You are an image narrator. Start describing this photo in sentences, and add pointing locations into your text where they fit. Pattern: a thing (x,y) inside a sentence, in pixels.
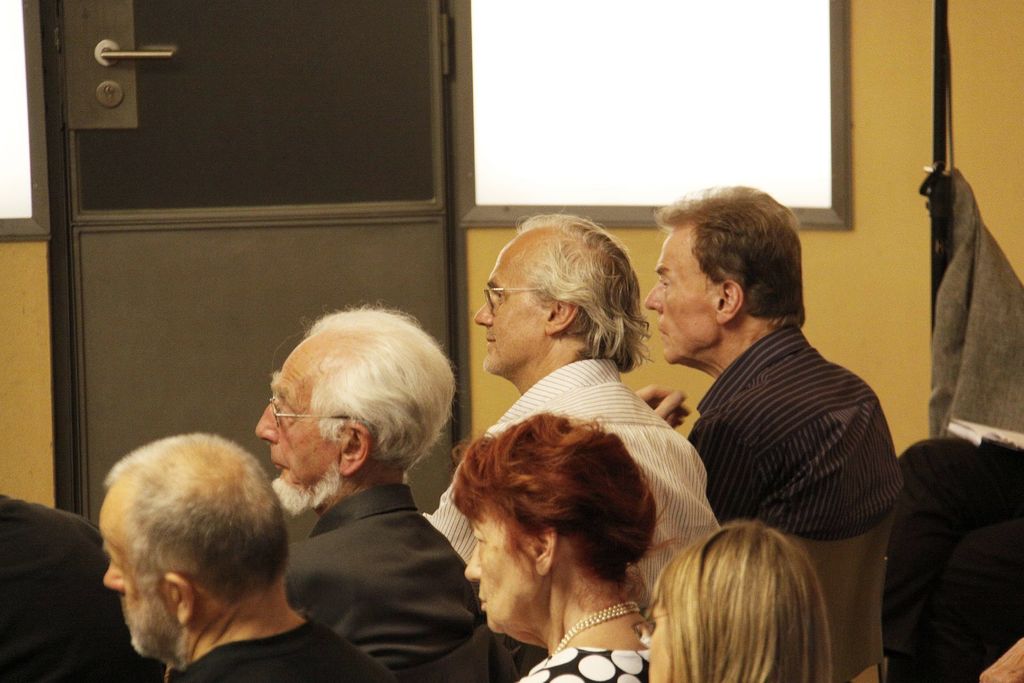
In this picture I can see some people (509,541) are sitting on the chairs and watching behind I can see doors (304,129), windows (621,135) to the wall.
